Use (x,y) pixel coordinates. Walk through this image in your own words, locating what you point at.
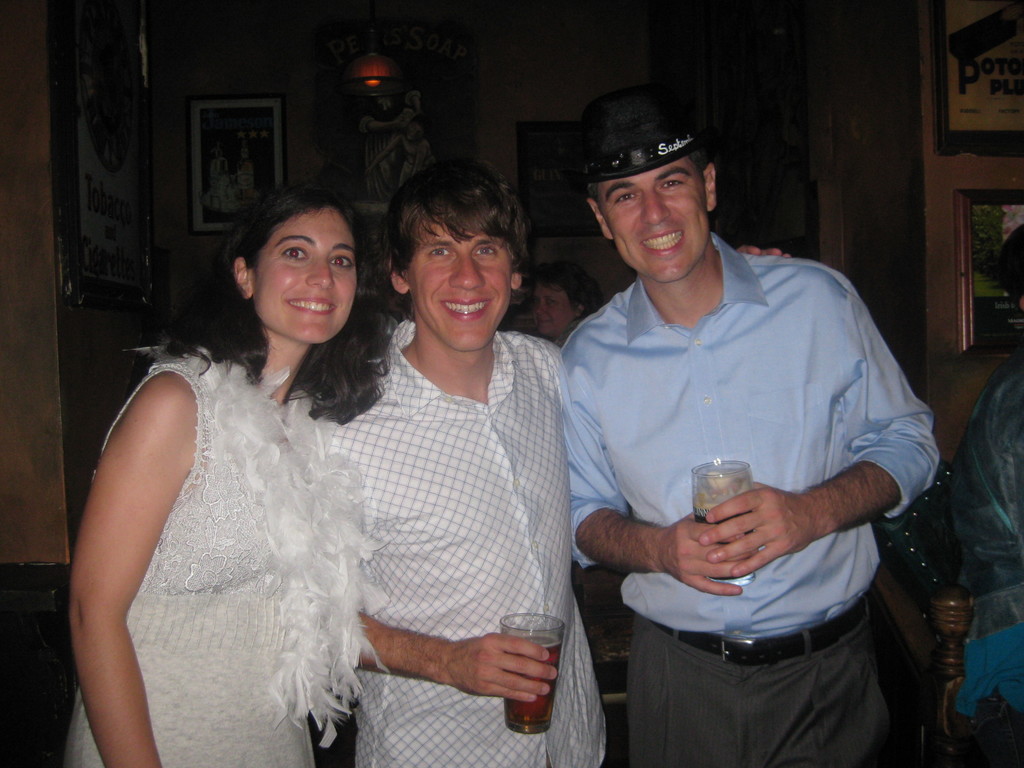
In this picture we can see three people (236,713) and they are smiling and two people (371,635) are holding glasses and in the background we can see the wall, woman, photo frames (1008,45) and a light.
